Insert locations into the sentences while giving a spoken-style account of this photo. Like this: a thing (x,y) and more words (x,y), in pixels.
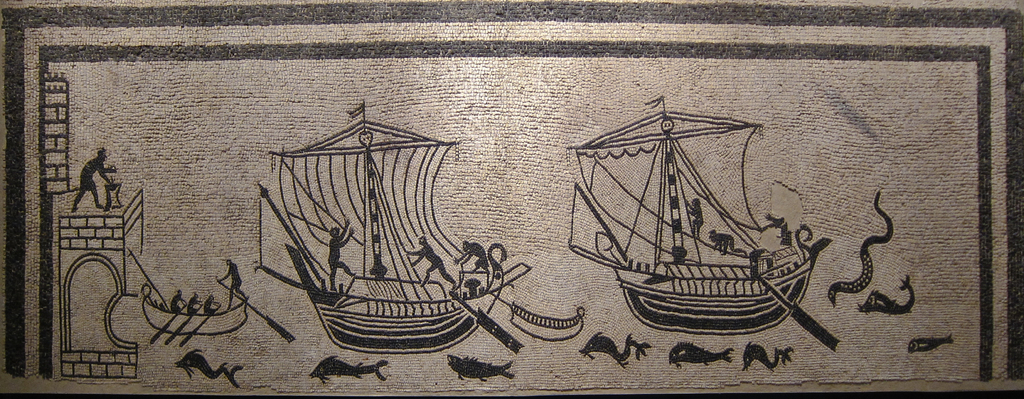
In this image, there is an art (363,300) contains some persons (424,256) on boats (691,312). There are some fishes (476,370) at the bottom of the image (328,370).
